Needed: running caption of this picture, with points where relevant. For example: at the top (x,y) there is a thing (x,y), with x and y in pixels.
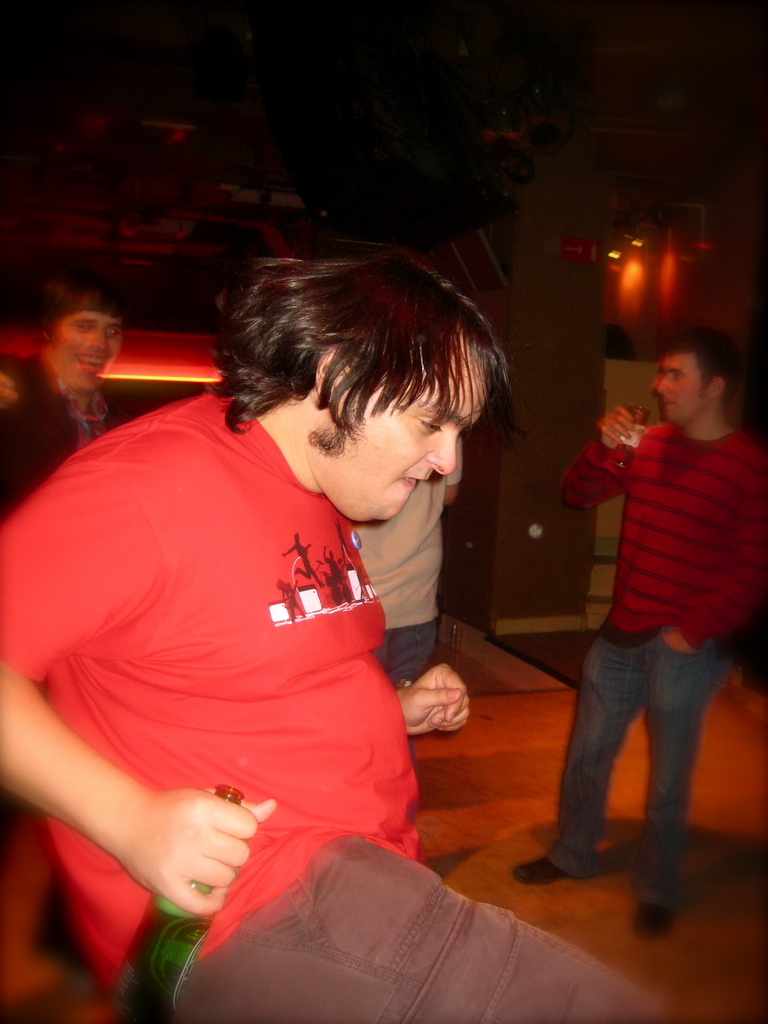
In this picture there is a man (216,862) in the center of the image (427,349), by holding a bottle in his hand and there are other people (104,299) and lights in the background area of the image (665,622).
